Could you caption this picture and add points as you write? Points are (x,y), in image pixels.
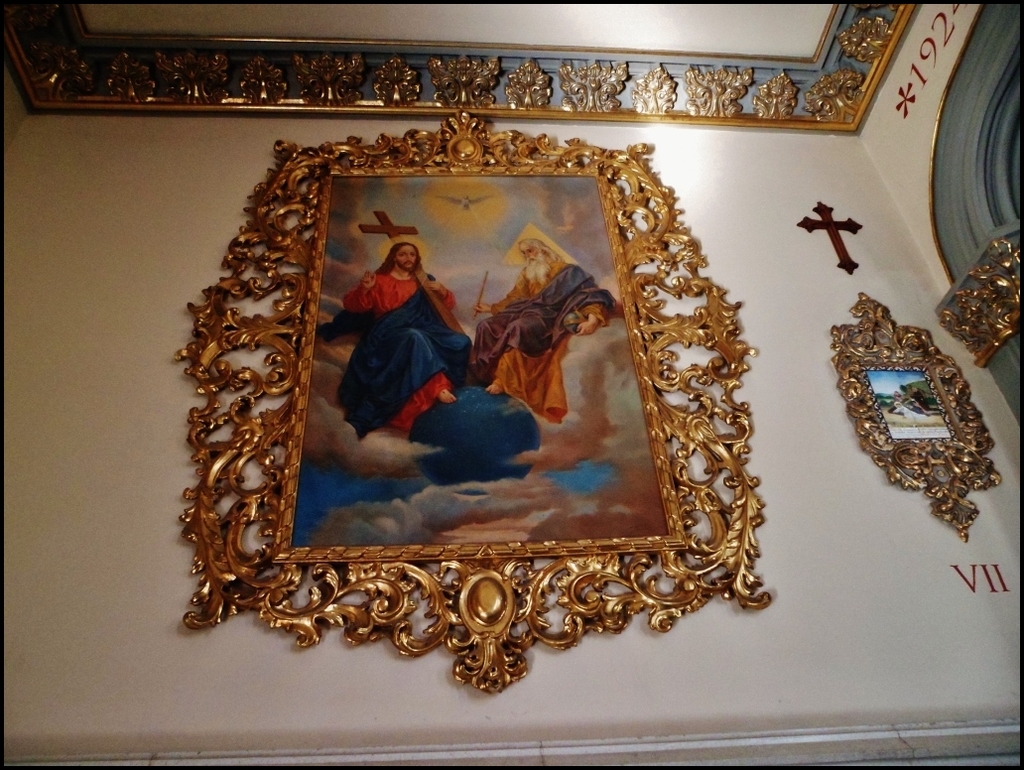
In this picture we can see frames (940,369), christian cross symbol (850,270) and text (942,11) on the wall (886,192). At the top of the image (876,29) we can see metal objects (438,95).
